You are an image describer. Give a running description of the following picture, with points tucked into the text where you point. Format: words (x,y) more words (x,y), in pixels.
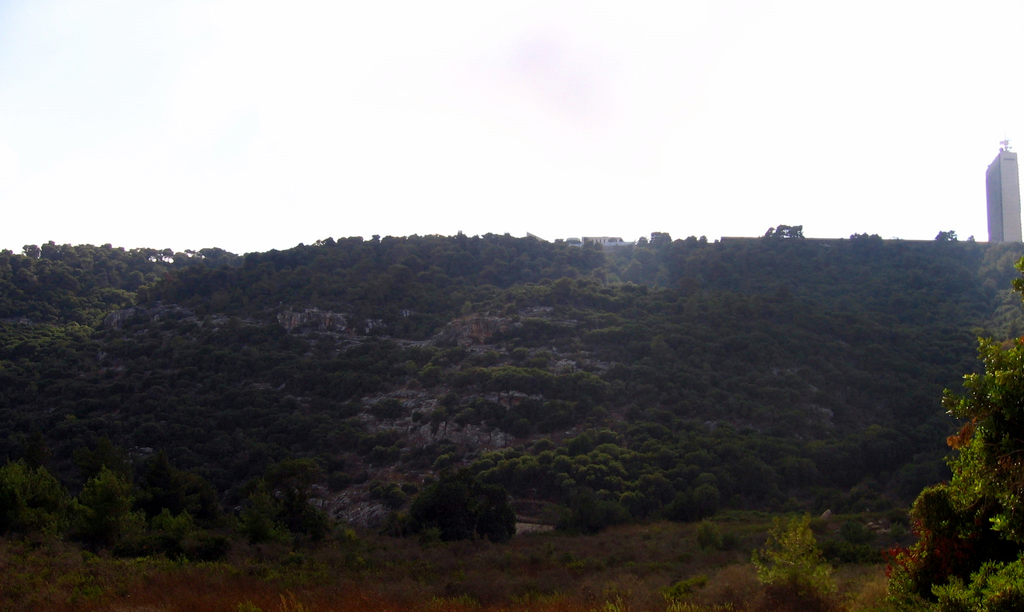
In this image there are trees (568,397) and there is a tower (995,212).
